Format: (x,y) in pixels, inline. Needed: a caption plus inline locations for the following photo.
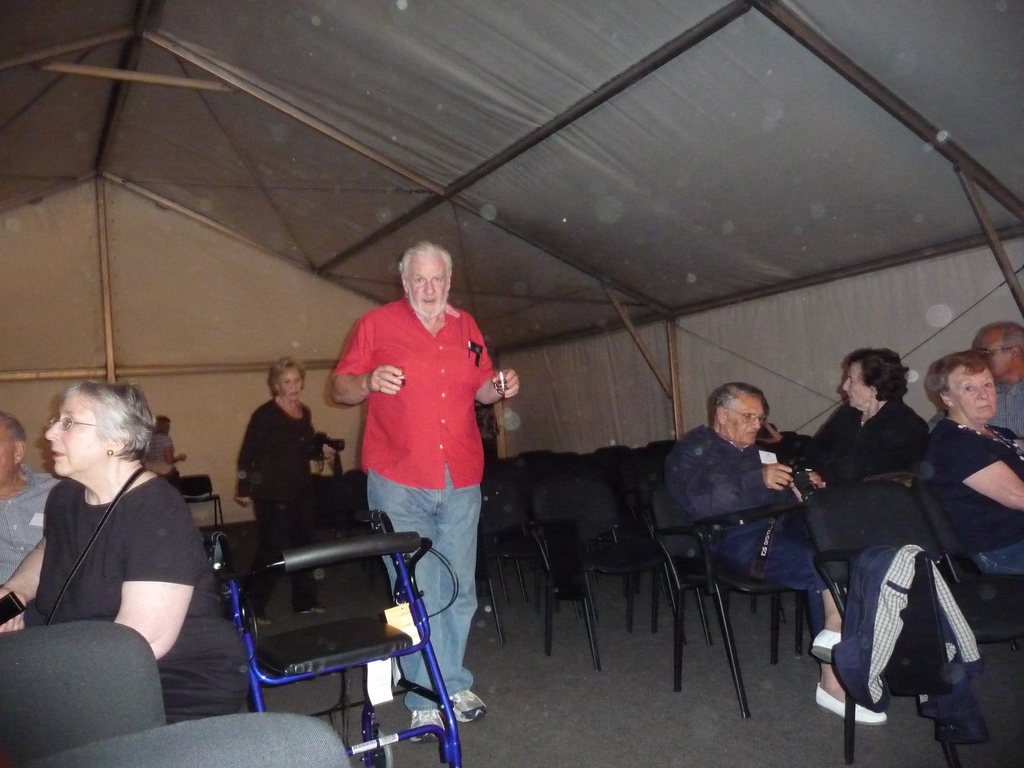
In this picture I can see a man (367,391) and a woman (293,402) in the middle (382,372), they are walking. Few persons (752,555) are sitting on either side of this image. It looks like a shed (624,177).
